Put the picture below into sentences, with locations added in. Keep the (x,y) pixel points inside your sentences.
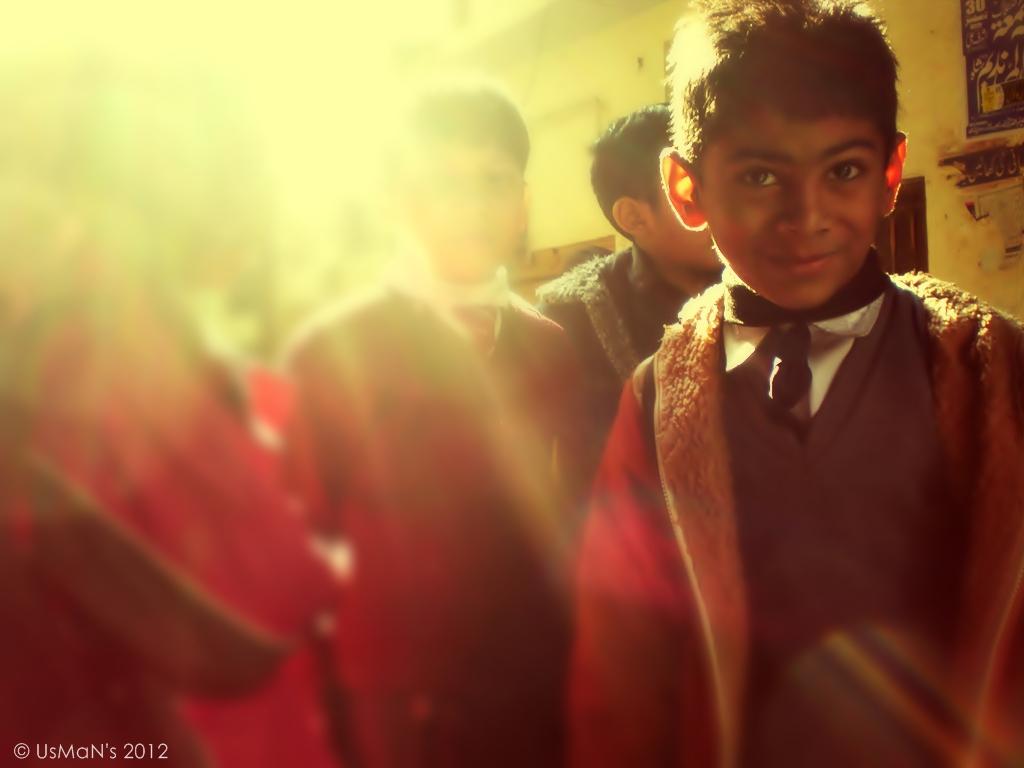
In this image there are persons (585,378) standing. On the right side (945,87) there is a wall (958,222) and there are objects (909,208) which are visible. On the bottom left of the image (104,752) there is some text (65,745) and there are numbers (136,745).
